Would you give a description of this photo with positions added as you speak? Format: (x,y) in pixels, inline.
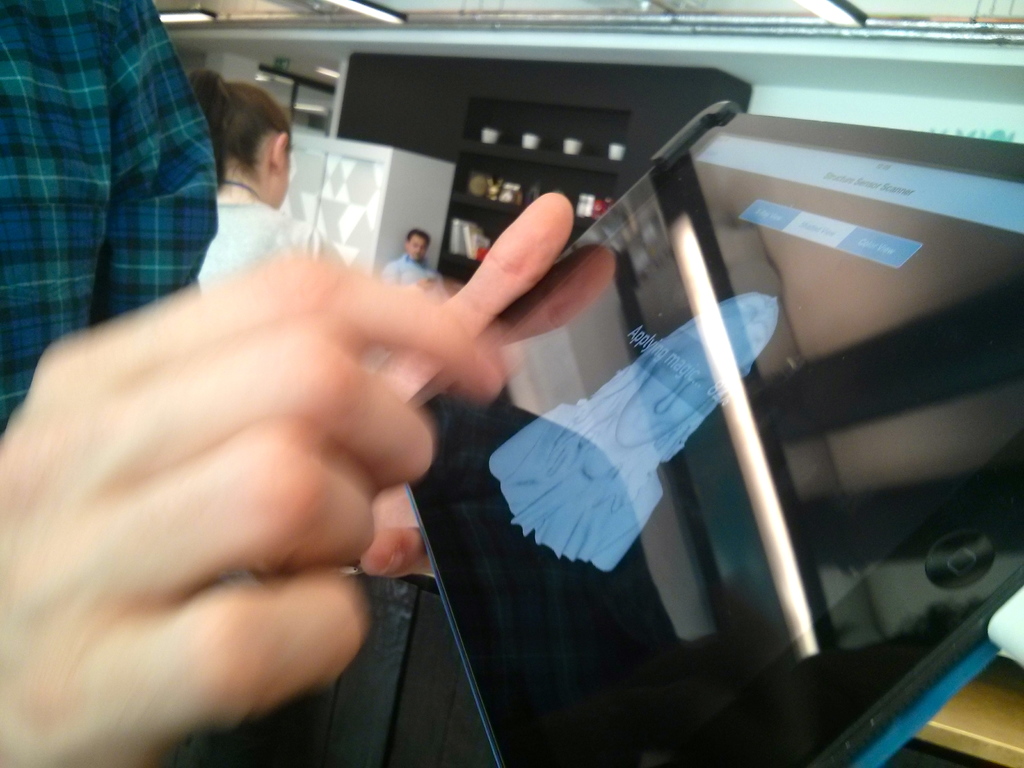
In this image there is a person (305,412) using the tablet (712,422). In the background (407,204) there is a person (419,241) near the cupboard (326,210). In the middle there is a girl (249,225). At the top (561,41) there is ceiling (561,41) with the lights (840,20). In the background (540,169) there are shelves (533,154) in which there are cups (617,145) and books (466,234).
